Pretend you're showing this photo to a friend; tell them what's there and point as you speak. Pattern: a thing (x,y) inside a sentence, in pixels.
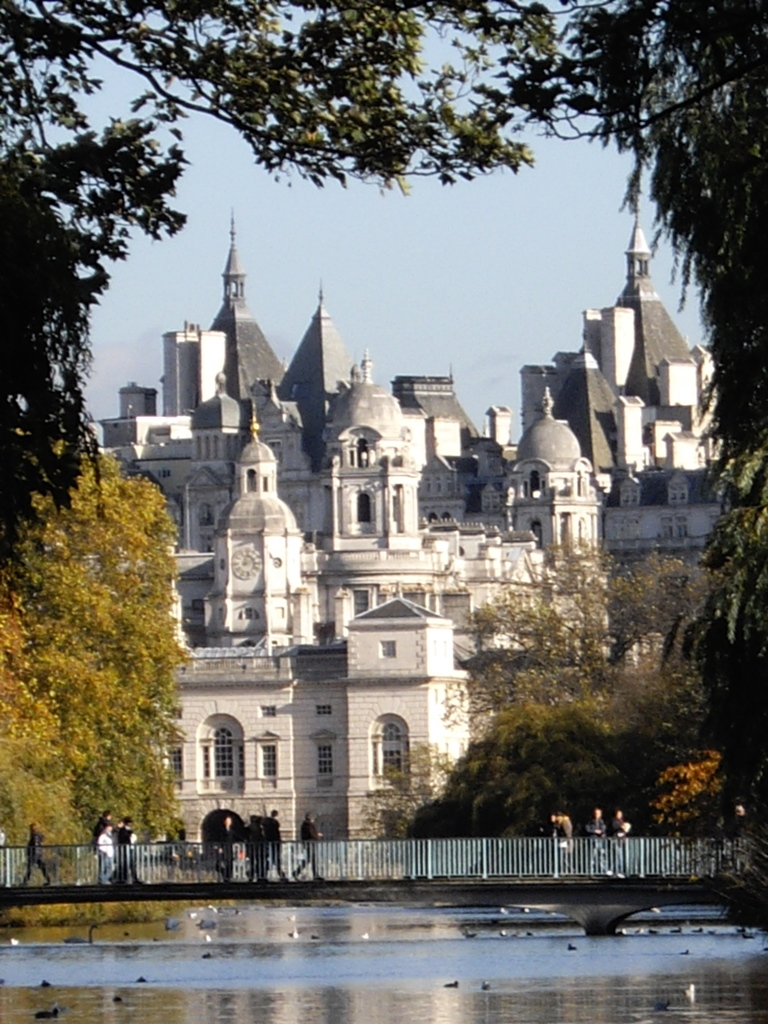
In the center of the image (394,596) there is a building (536,531). At the bottom (591,968) there is water (340,958) and we can see a bridge (355,891). There are people (251,832) walking on the bridge (485,858). In the background (41,648) there are trees (703,568) and sky (447,280).
